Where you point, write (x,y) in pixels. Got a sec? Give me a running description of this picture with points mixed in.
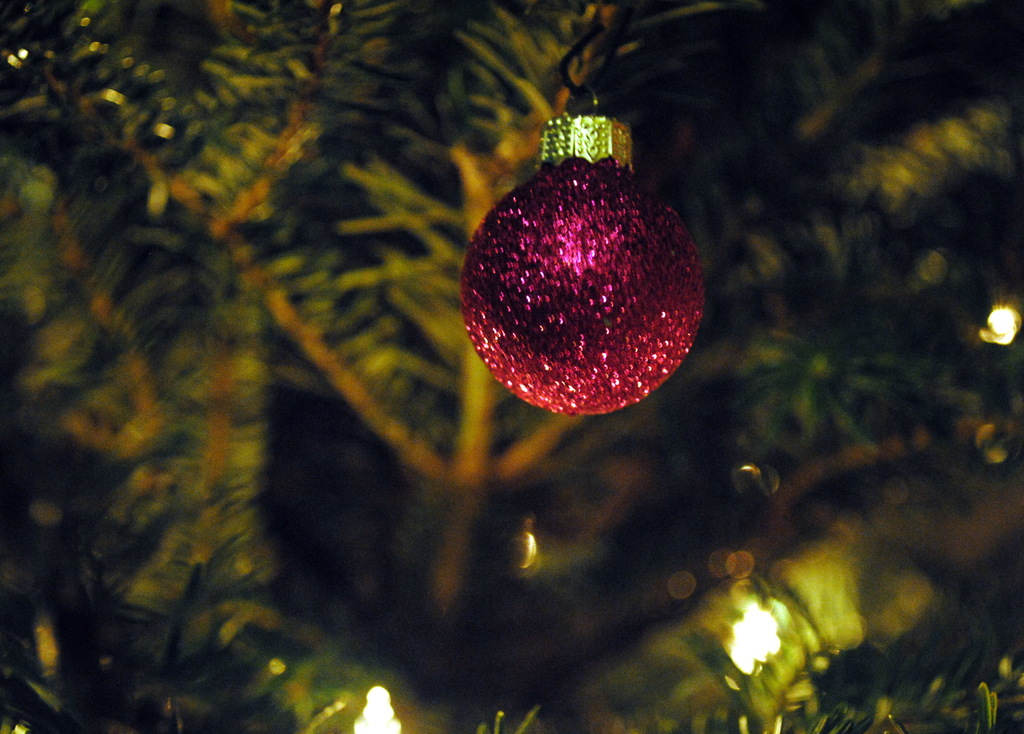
In the picture I can see a decorative object (577,291) which is in violet color and there are few trees (273,343) and lights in the background (247,440).
